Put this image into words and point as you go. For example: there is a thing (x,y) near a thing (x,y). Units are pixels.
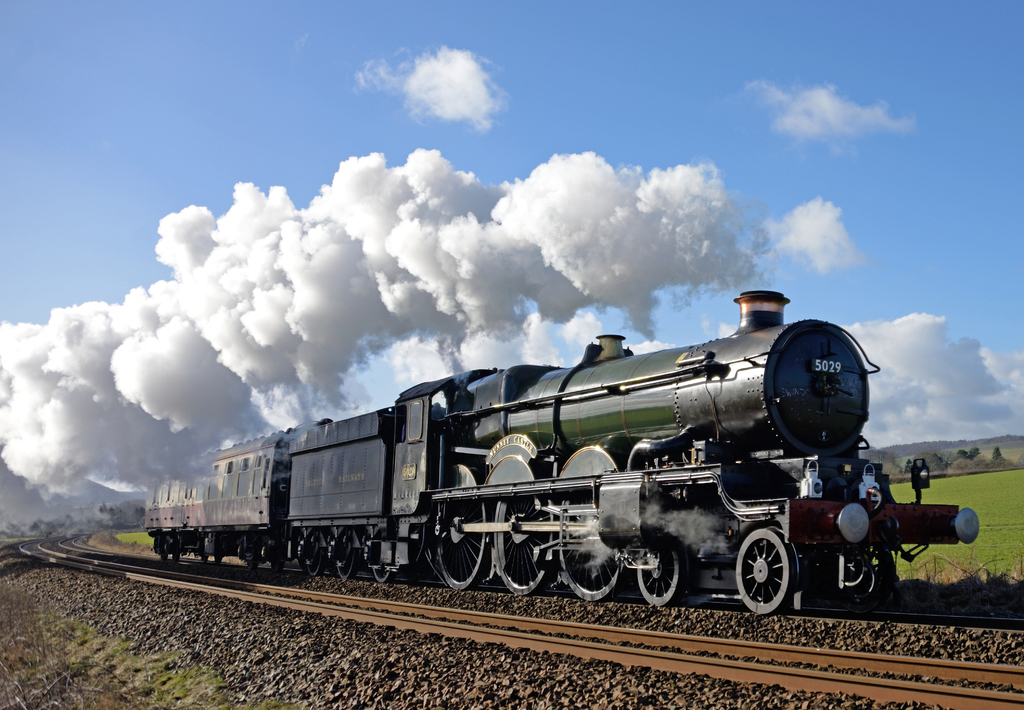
In this image there is a train (655,480) moving on a track (97,549) leaving smoke (630,301) in the background (888,401) there is grassland (992,498), trees (972,452) and the sky (524,50).
